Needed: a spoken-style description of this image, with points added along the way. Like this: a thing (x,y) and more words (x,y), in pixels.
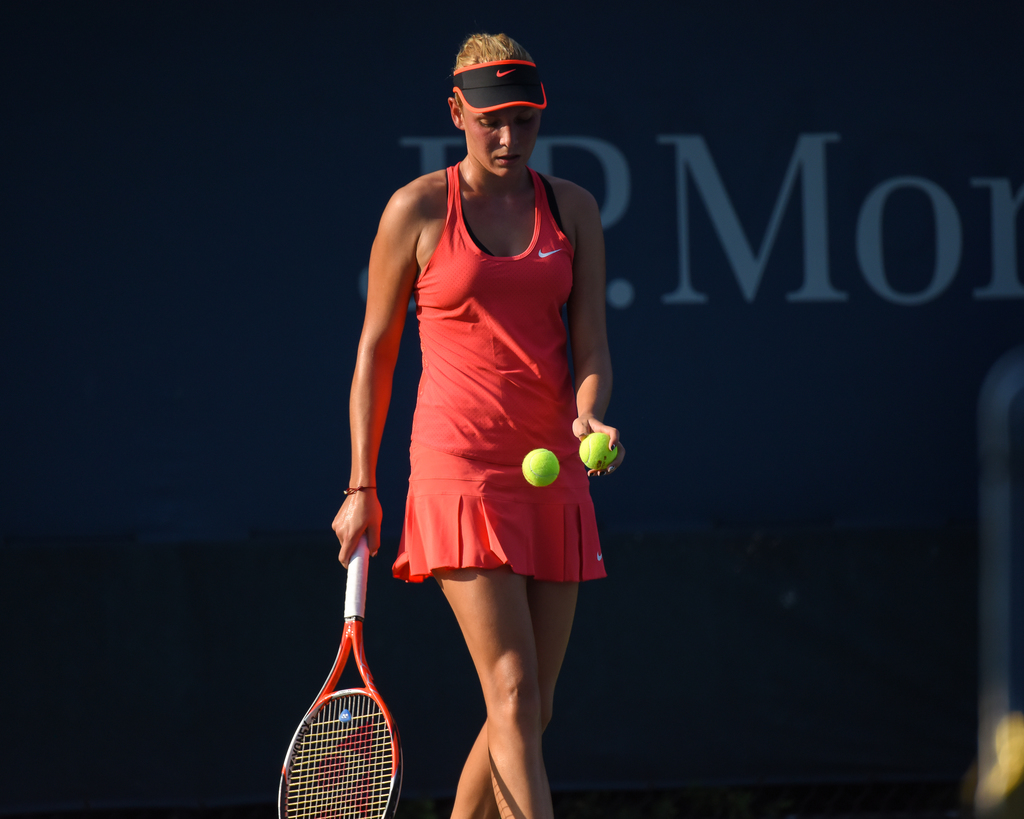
A woman tennis player (453,415) is making herself ready to give a service.
